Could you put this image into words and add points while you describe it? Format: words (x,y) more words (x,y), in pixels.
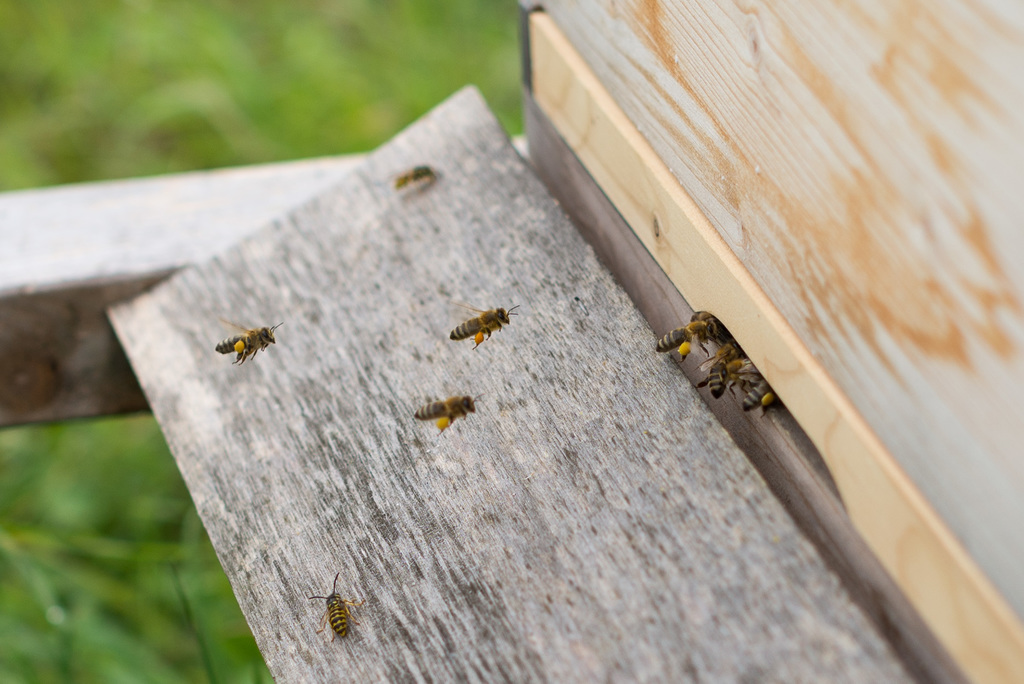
In this image we can see bees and wooden object (258,194). In the background (91,504), we can see the greenery (345,78).
